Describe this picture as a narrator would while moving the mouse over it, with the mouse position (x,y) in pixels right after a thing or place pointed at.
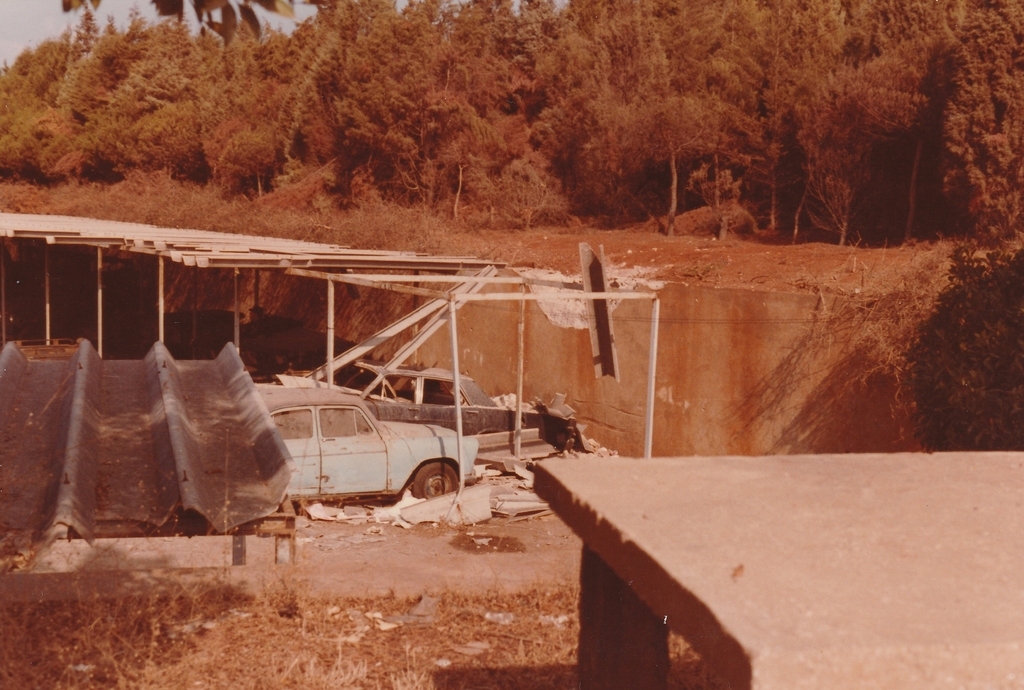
In the foreground of this image (305,377), there are two sheds (224,436) and a light blue colored car (347,435) under one shed (257,239). On the right bottom corner (834,561), there is a stone (748,558) and in the background (589,107), we can see trees (323,102) and the sky (25,26).
